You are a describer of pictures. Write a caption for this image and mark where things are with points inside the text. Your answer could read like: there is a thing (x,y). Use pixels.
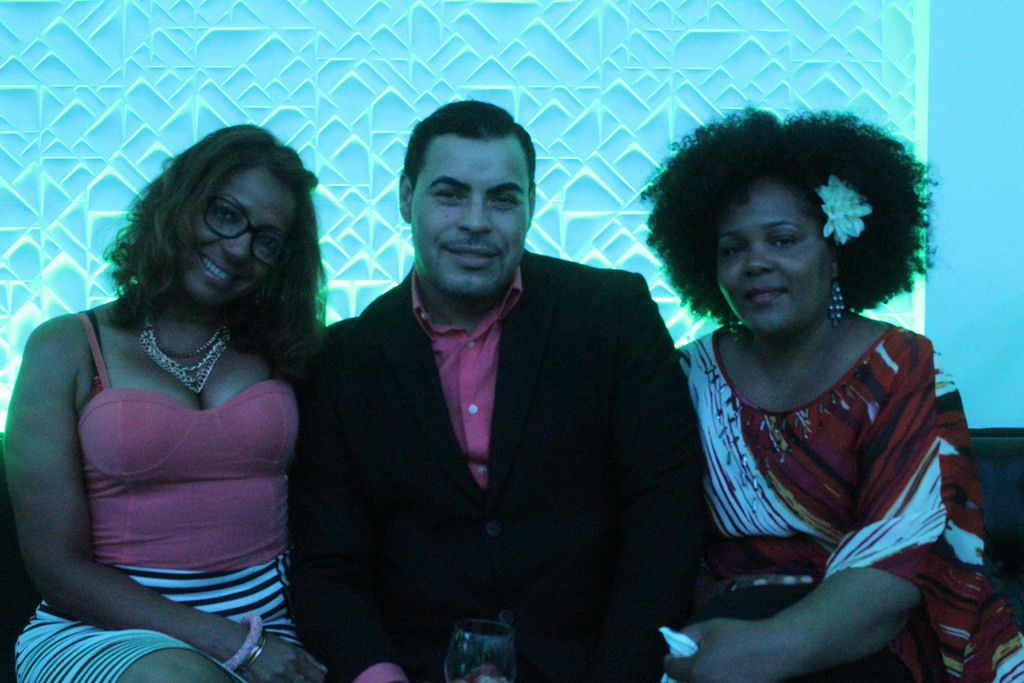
In this image there are three persons (603,374) sitting and smiling, and in the background (609,172) there is a wall (16,50).
